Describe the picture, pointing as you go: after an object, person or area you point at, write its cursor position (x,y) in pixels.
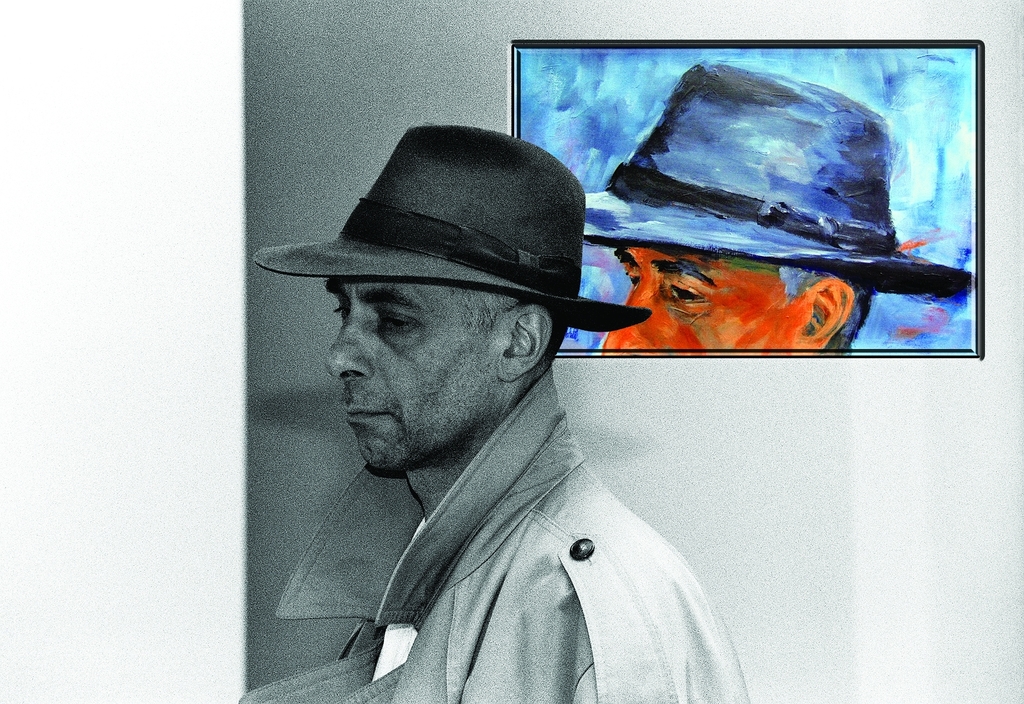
In this image I can see a person (543,604) wearing a cap (400,262) on his head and I can see the wall (915,405) and a photo frame (835,328) attached to the wall (909,394).
